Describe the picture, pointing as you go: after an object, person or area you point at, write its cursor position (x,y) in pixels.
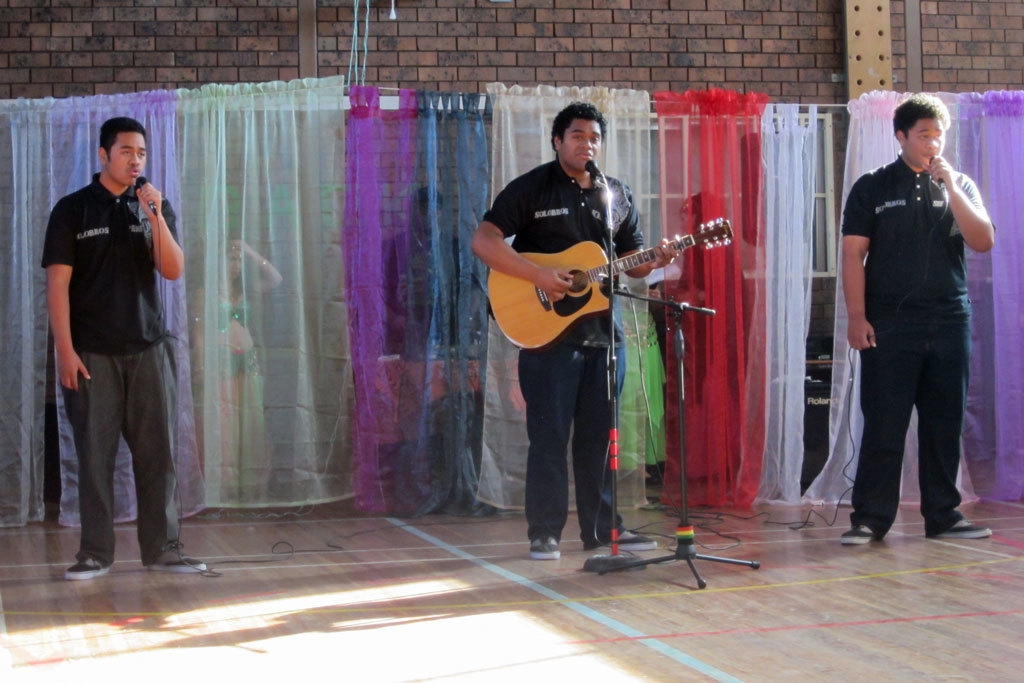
There are three persons (545,274) standing and holding mike's (596,163). the person (546,232) in the middle (622,240) is playing guitar (589,284) and singing song. This is a mike (601,180) with the mike stand (680,315). At background (281,336) I can see colorful curtains (448,140) hanging. This is a brick wall (606,51).
